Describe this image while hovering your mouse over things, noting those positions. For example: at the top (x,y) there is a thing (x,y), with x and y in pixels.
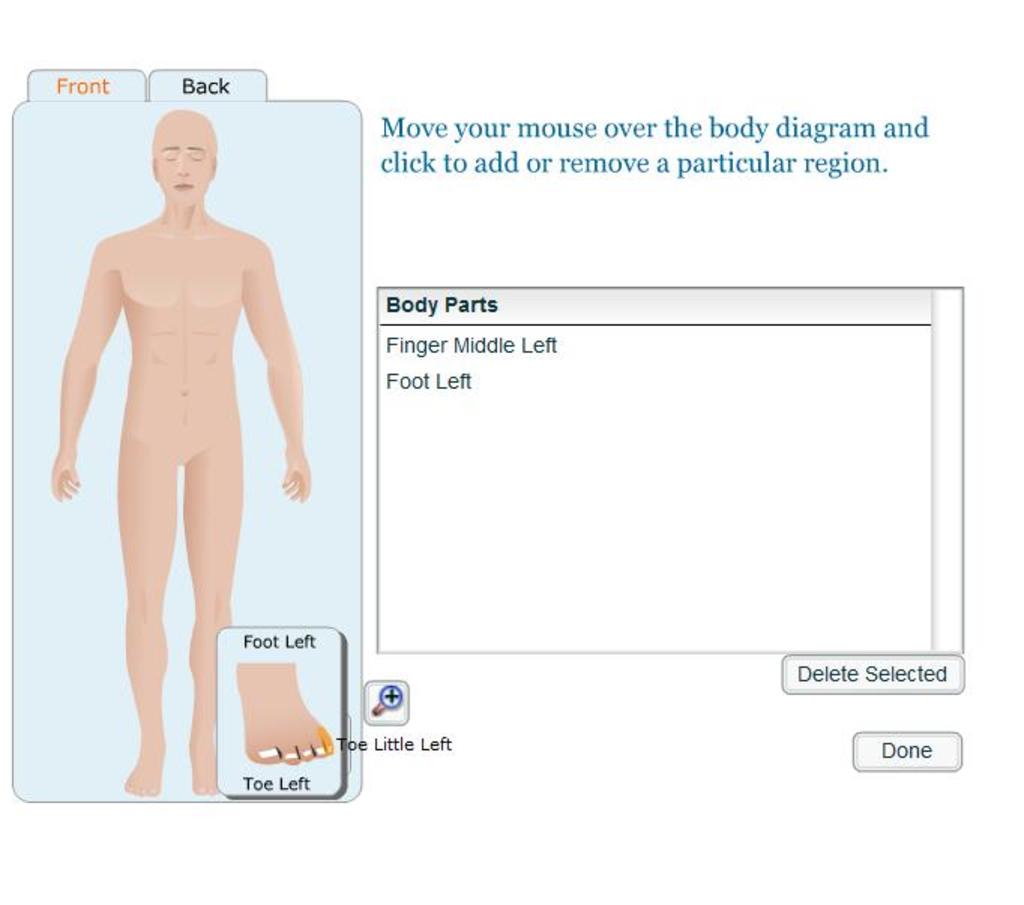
There is a picture (251,332) of a human body (216,422) on the left side of this image (218,366), and there is a text (410,334) on the right side of this image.
